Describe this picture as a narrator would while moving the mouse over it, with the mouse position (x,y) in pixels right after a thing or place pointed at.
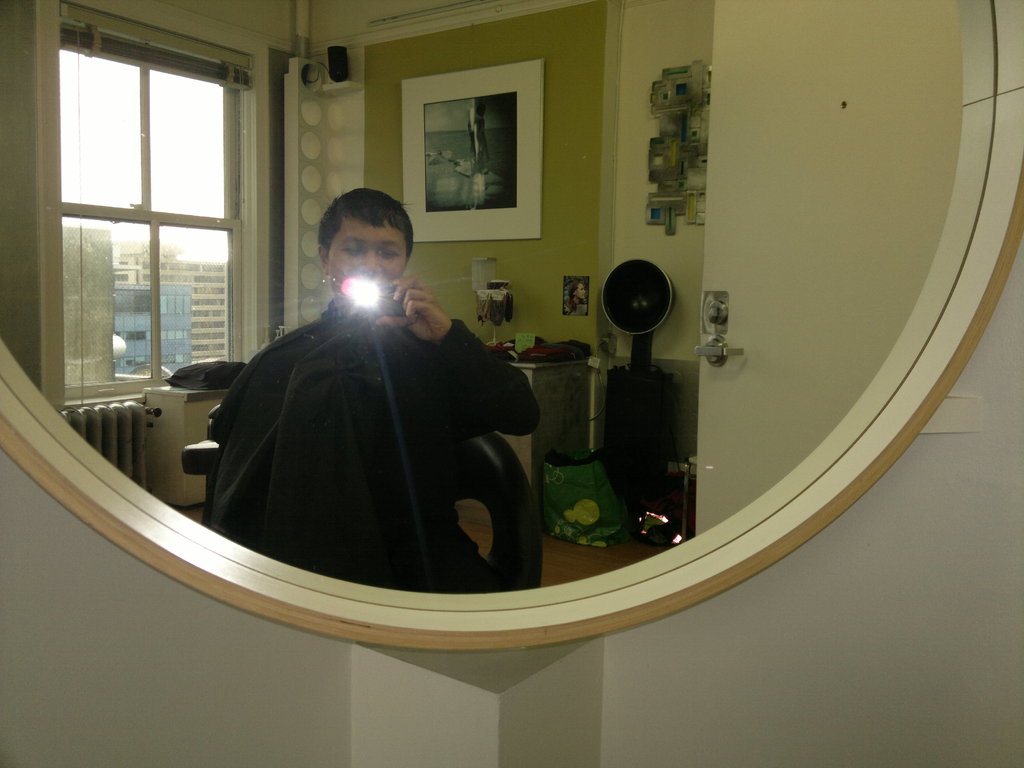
In this image I can see the wall (764,663) and a mirror (816,308) attached to the wall (782,663). In the mirror (534,281) I can see the reflection (359,364) of a person (372,360) wearing black colored dress (354,395) is sitting on a chair (519,495), the wall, a door (816,173), a photo frame (542,184) attached to the wall (561,210), few other objects (673,80) and the window (181,263) through which I can see few buildings (146,269) and the sky (126,139).
